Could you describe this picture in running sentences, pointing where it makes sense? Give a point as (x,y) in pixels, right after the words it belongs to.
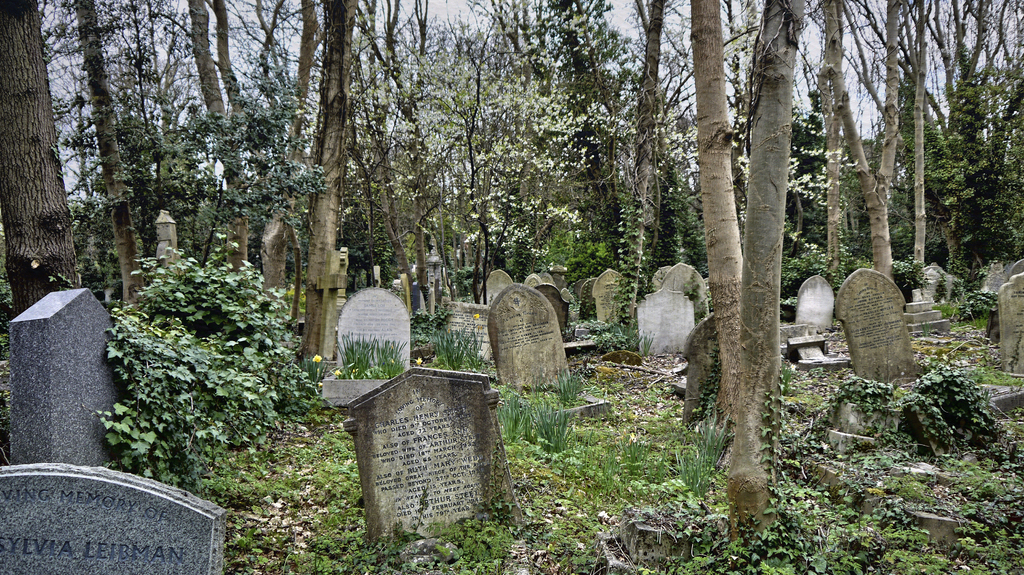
In this picture I can see many graves (413,369). In the background (398,269) I can see many trees (452,232), plants (861,241) and grass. At the top (864,117) there is a sky (438,9).
